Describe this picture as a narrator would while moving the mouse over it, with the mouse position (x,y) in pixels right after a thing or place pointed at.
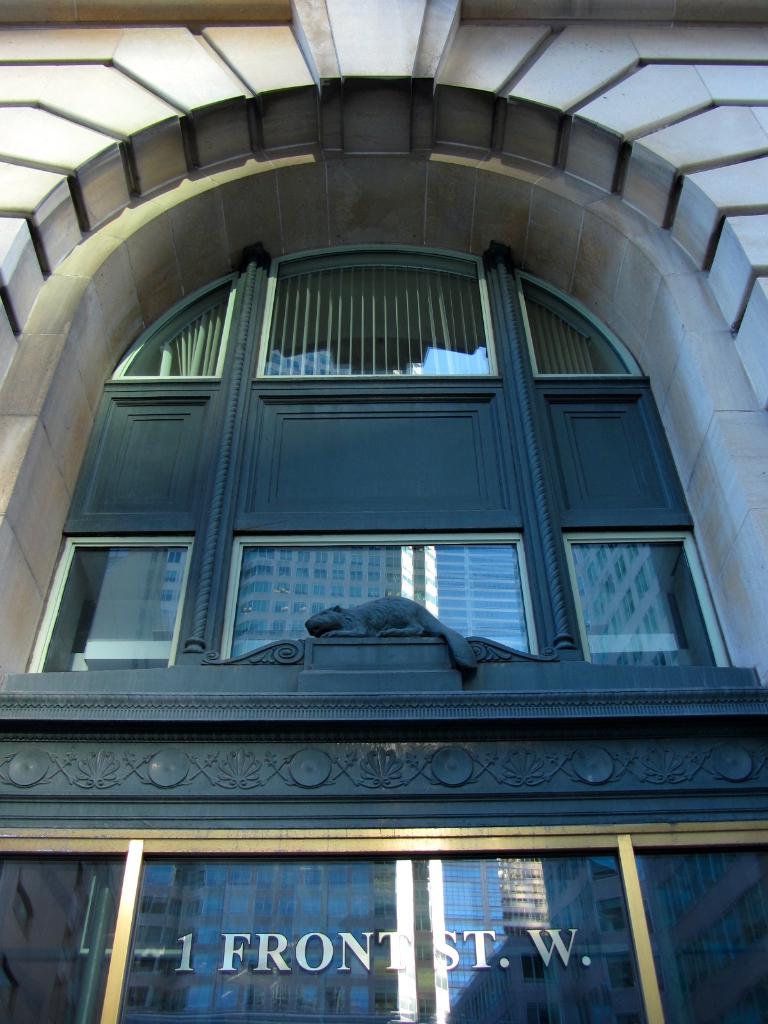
In this picture we can see building (410,779), statue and windows (84,617). At the bottom of the image (218,993) we can see text (234,942) on glass (234,924).
